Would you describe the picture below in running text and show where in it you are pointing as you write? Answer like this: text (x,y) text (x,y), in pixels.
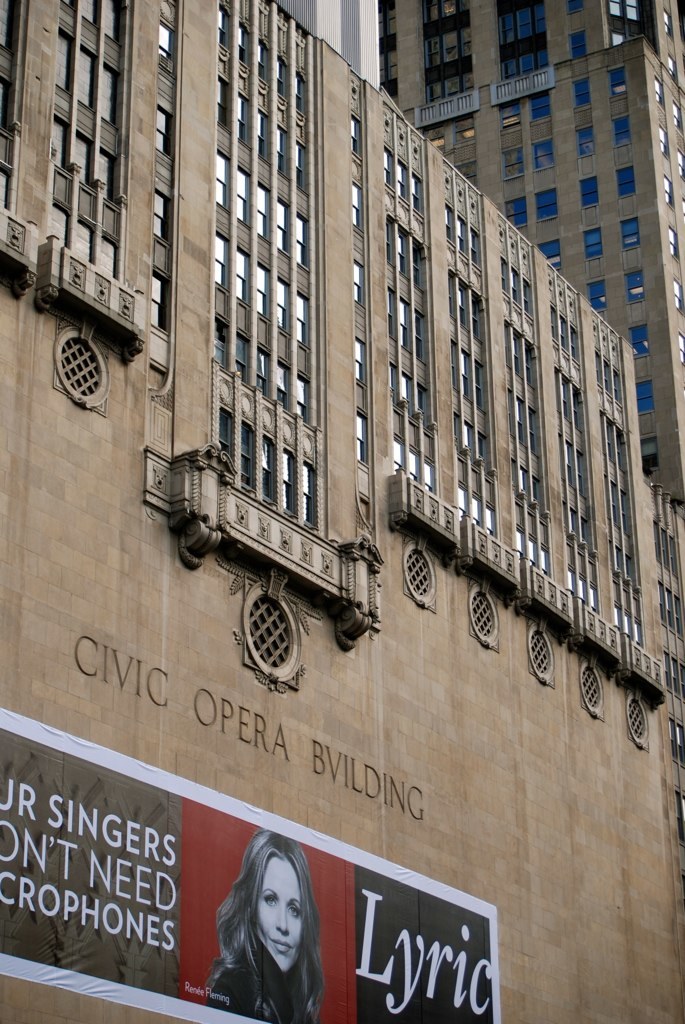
In the foreground of this image (260,927), there is a banner (234,945) on a building (394,352). At the top (477,54), there are buildings (537,72).
